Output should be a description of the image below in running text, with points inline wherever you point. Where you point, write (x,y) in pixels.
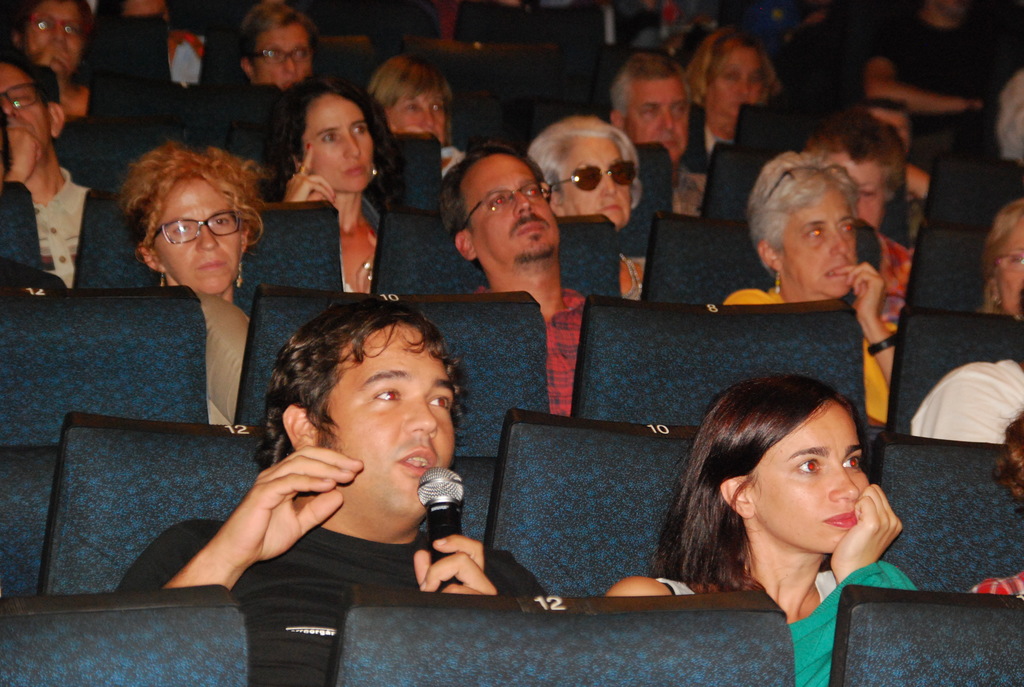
the people (403,489) are sitting on the chair (442,308) a person (439,430) is talking into microphone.
